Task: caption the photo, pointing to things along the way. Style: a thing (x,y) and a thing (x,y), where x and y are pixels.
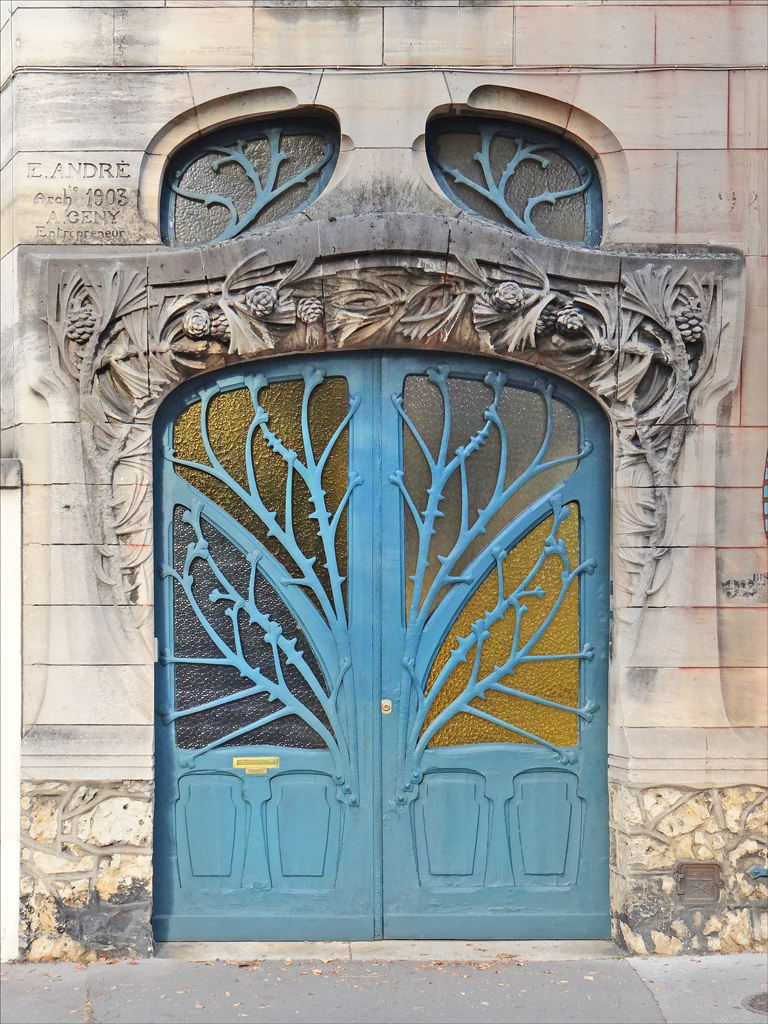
In this image we can see a building (343,535) with door (451,546), design (640,368) and text (114,180) on the wall (144,184).
